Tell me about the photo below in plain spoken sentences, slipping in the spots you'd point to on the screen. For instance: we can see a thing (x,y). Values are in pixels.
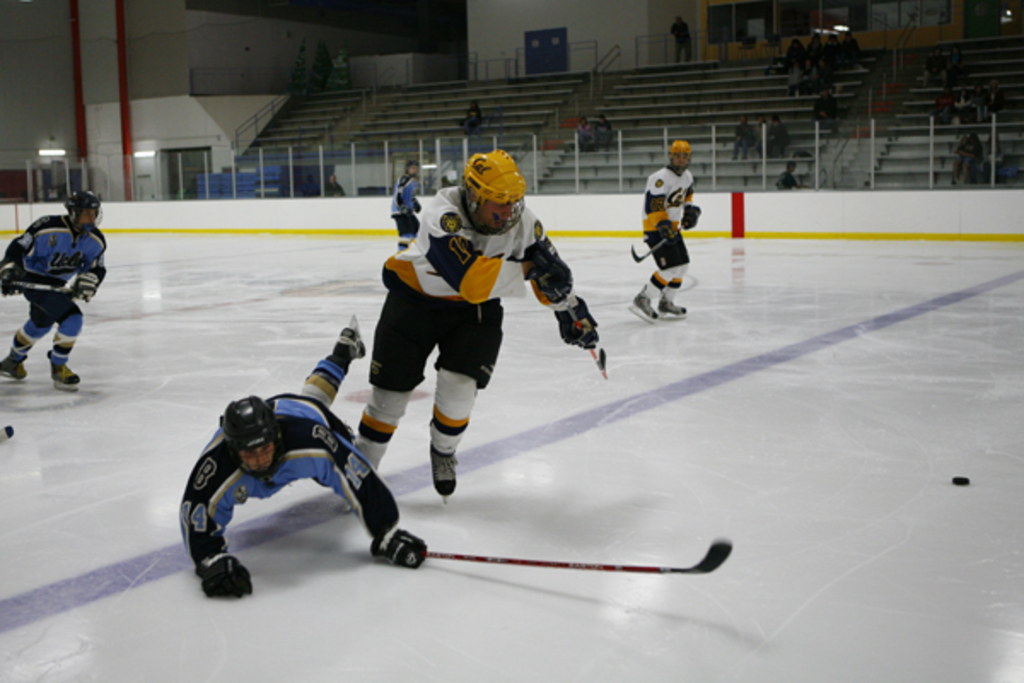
In this image it looks like indoor stadium (416,540). There are people (637,314) playing hockey in the foreground (406,413). There is floor (839,556) at the bottom (854,561). There are steps (577,107), people (803,60) And there is a wall (431,15) in the background (830,95).
